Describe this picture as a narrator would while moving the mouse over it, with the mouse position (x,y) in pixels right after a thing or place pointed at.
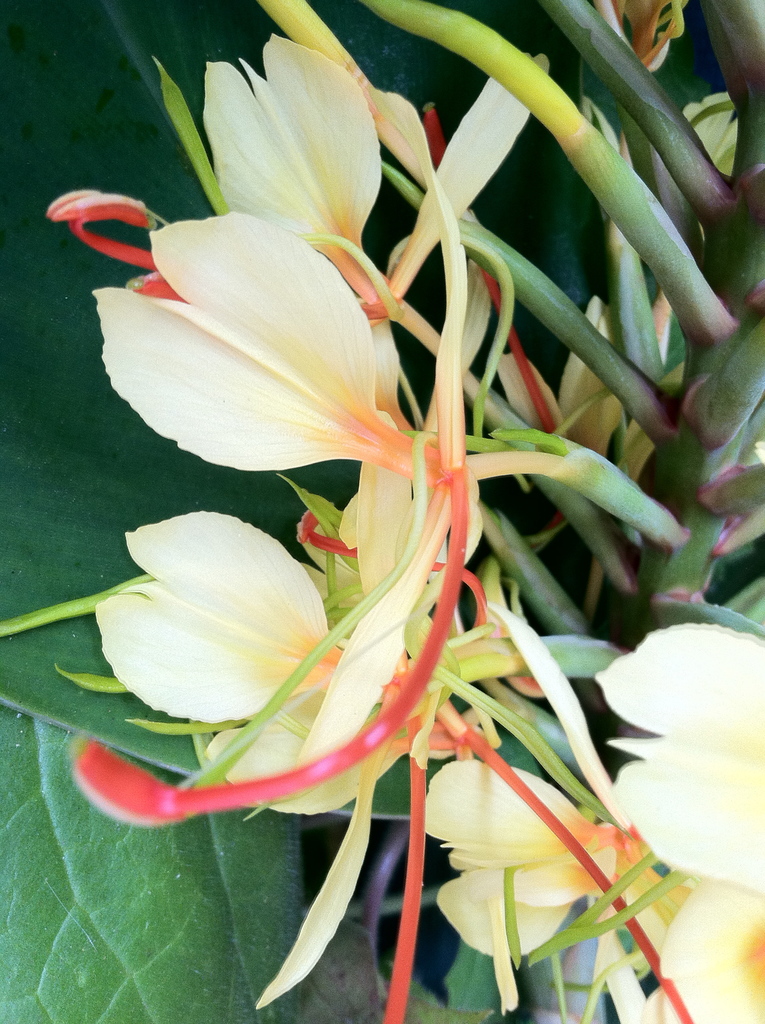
In this image I can see flowers (287,309) and stem (651,94) and leaves (86,411) visible.
